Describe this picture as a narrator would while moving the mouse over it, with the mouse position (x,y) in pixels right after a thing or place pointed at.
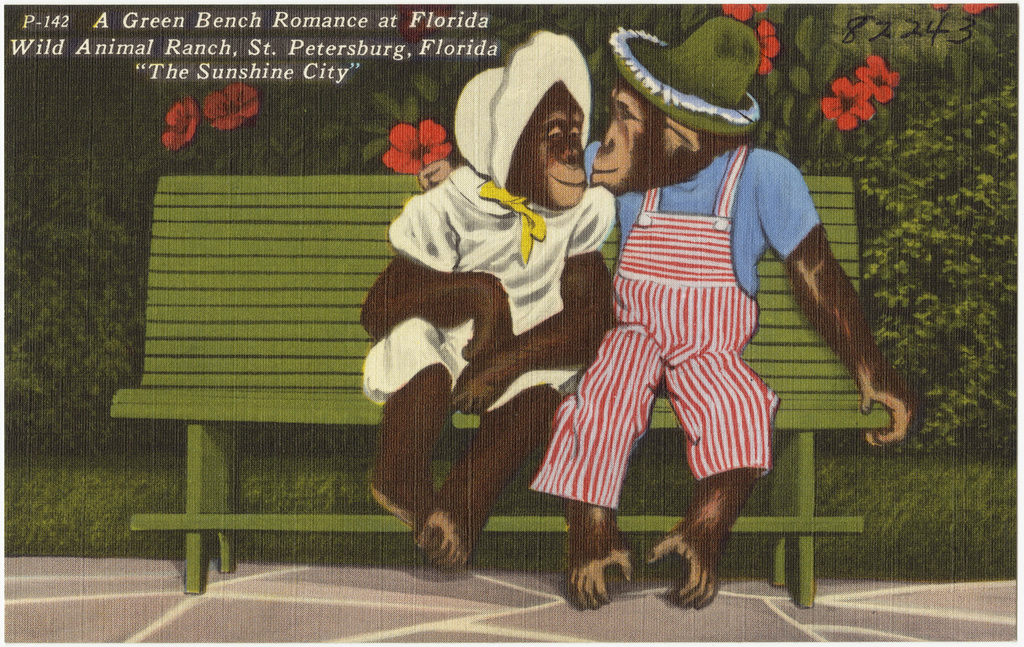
It is a poster. In this poster, we can see monkeys (385,419) are sitting on the bench (314,403). At the bottom (357,579), there is a walkway (750,586). Background (966,147) we can see grass (292,464), plants (969,120), flowers (869,63) and some text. On the right side (844,44) top corner, we can see numbers (857,39).
